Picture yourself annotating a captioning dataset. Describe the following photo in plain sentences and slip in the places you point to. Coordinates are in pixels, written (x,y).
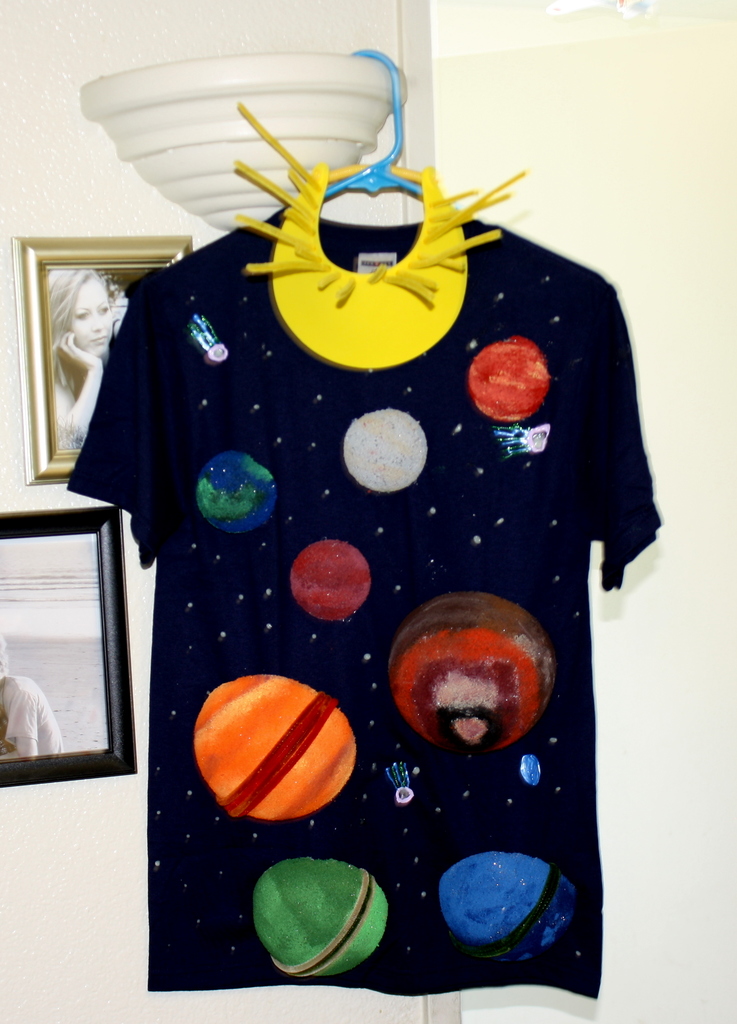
In this image I see a t-shirt (395,575) which is of black in color and I see the round things (375,419) which are of different in colors and I see that this t-shirt (259,432) is hanged to this white color thing (301,103) and I see the yellow color thing (286,210) over here. In the background (446,171) I see the wall (42,227) on which there are 2 photo frames (38,347) and in this photo (111,296) I see a woman (93,387).
